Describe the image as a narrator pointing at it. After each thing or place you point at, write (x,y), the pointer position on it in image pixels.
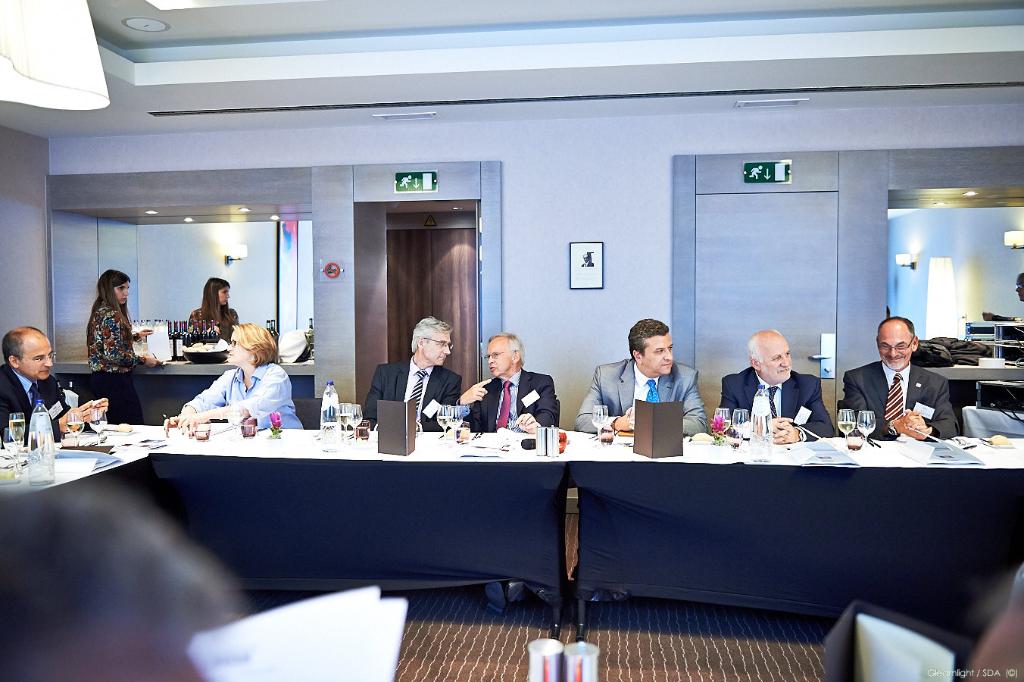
Some people (586,421) are sitting at a table (159,473) in a party. A woman (113,358) behind them standing.
